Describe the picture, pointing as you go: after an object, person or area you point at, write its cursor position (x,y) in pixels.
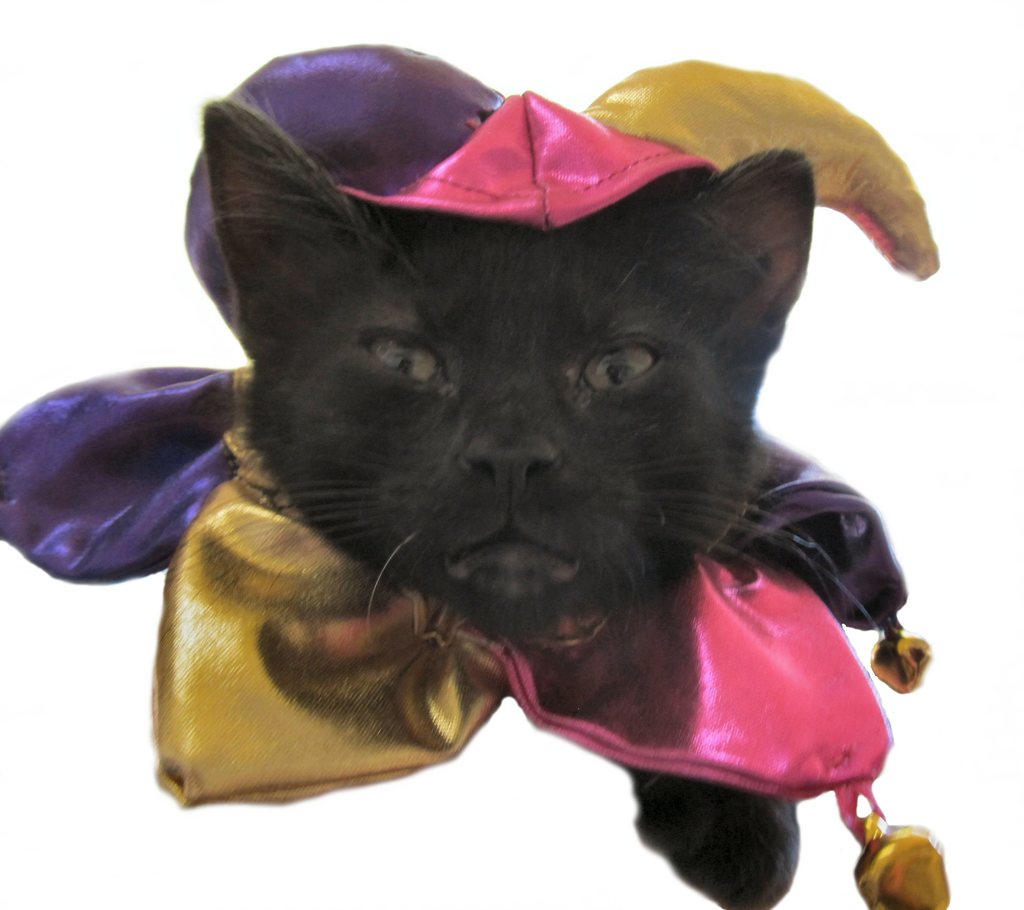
In this image I can see a cat (495,385) which is black in color and I can see it is wearing pink, violet and gold color clothes (562,201) and I can see the white colored background (152,232).
